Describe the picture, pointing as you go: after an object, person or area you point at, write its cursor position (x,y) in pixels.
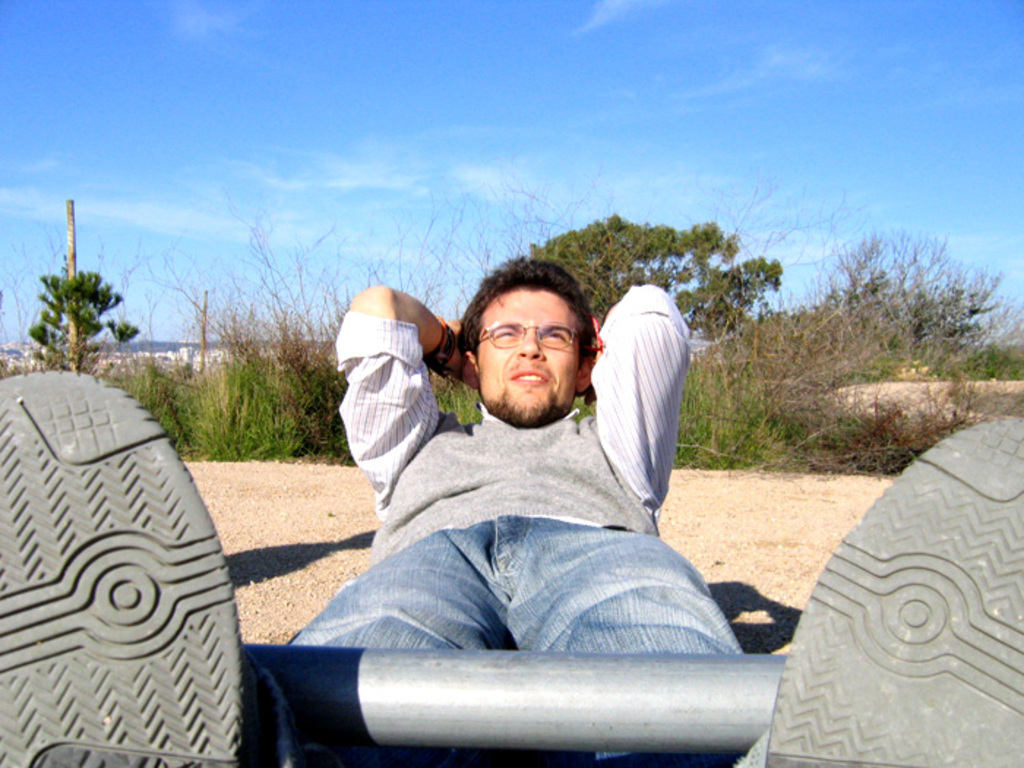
In this image I can see a man (461,464) wearing t-shirt (579,471), jeans (628,628), laying on the ground (285,589). It seems like he is doing some exercise. On his legs (587,649), I can see a metal rod (489,715). In the background (713,254) there are some plants (786,405) and trees (74,304). At the top (499,110) I can see the sky (387,128).
